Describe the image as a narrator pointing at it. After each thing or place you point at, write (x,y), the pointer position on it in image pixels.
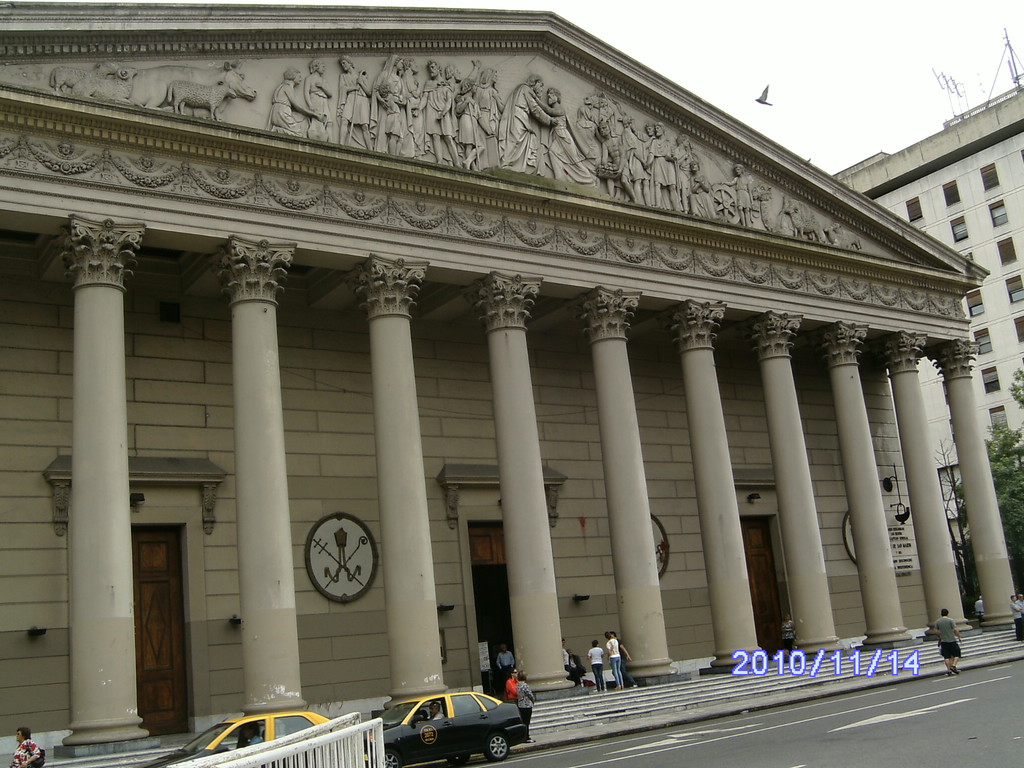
In this image there is a road (980,718) at the bottom (789,713). On the road (980,722) there are two cars (289,724). In the middle (548,377) there is a building (606,486). At the top (841,96) there is the sky (888,99). On the right side (986,168) there is another building (978,107) on which there are pole (1011,53). There are few people (614,666) standing on the steps (631,699).
